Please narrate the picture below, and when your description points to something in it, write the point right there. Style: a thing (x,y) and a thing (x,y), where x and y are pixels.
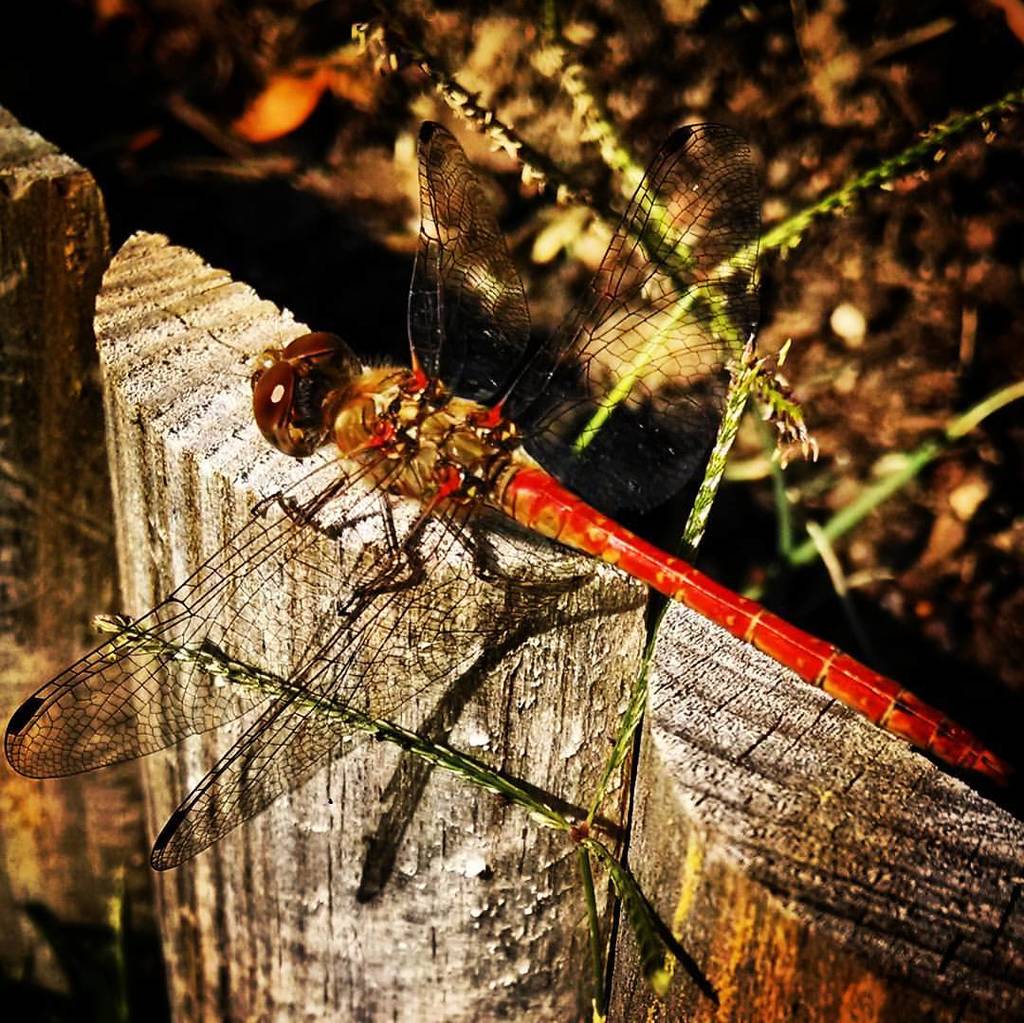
In this image there is a dragonfly (500,348) on the wooden log (547,753).
